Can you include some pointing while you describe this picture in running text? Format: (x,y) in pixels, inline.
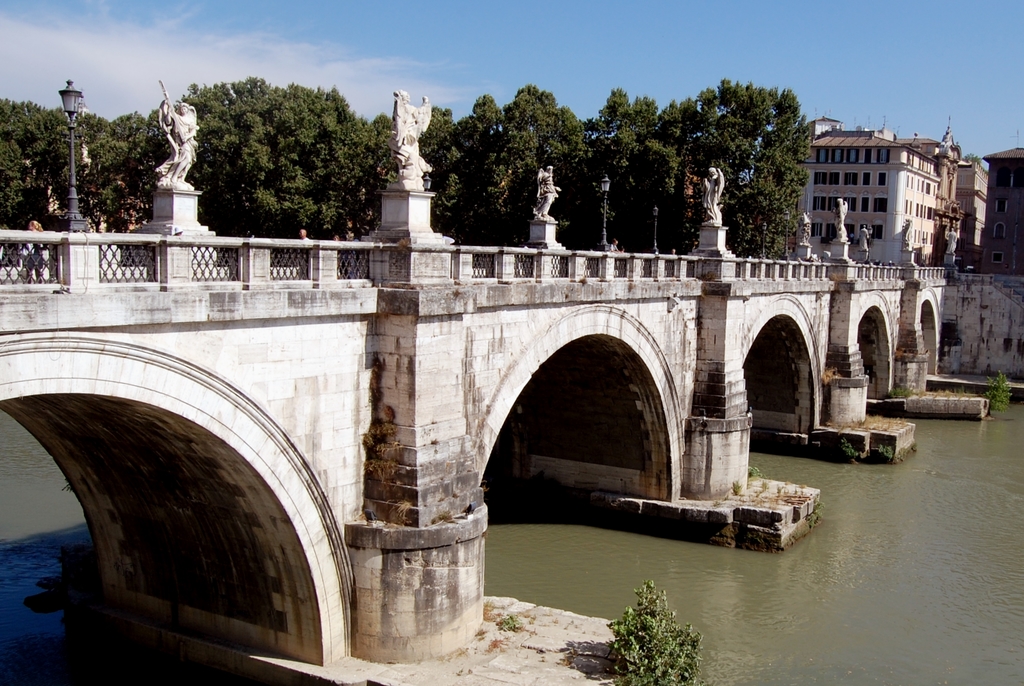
In this image we can see a bridge (539,240). There are many trees (386,157) in the image. We can see the clouds (209,74) in the sky (255,75). There are many statues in the image. We can see the water (877,613) in the image. There are few plants (678,626) in the image. There are few buildings (851,174) in the image.
